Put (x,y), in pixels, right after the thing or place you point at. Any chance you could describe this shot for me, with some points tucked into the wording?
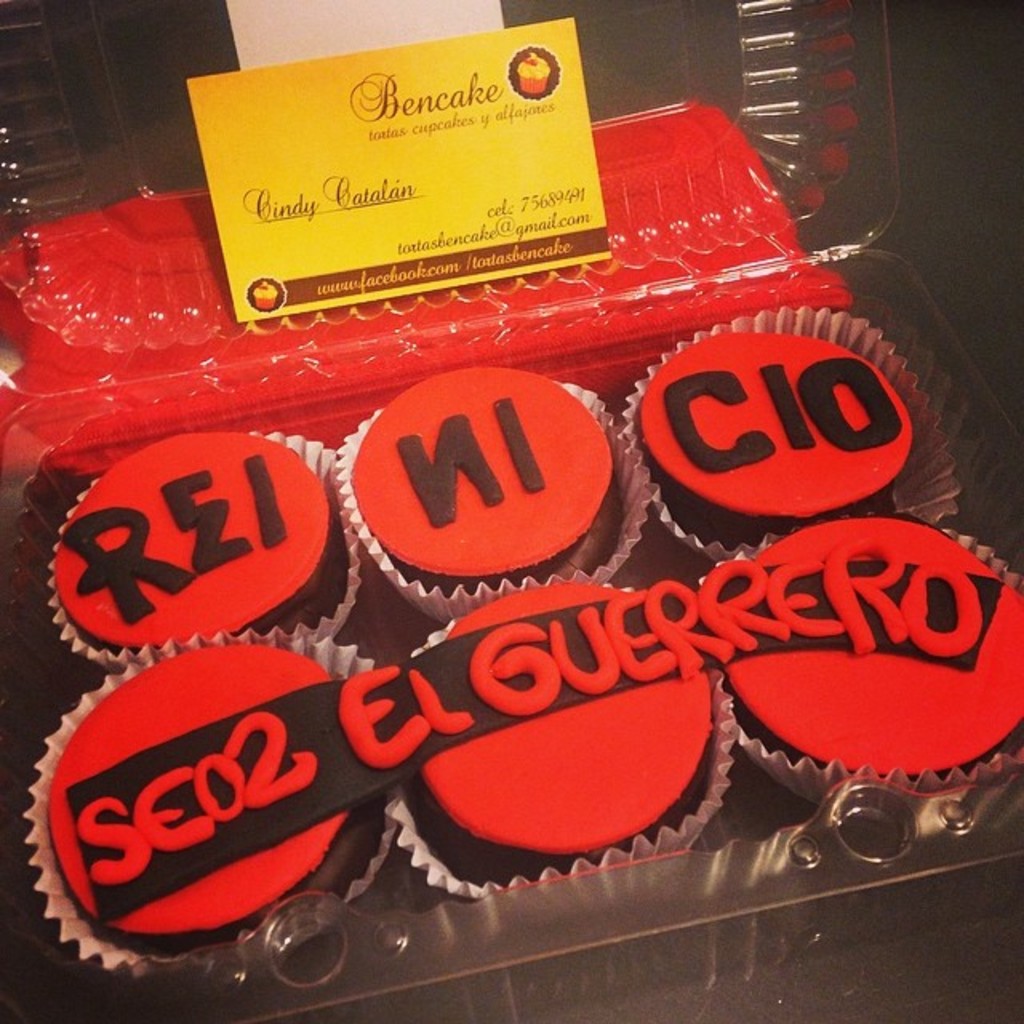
In this picture we can see cupcakes (674,758) and a card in the box (735,877).
